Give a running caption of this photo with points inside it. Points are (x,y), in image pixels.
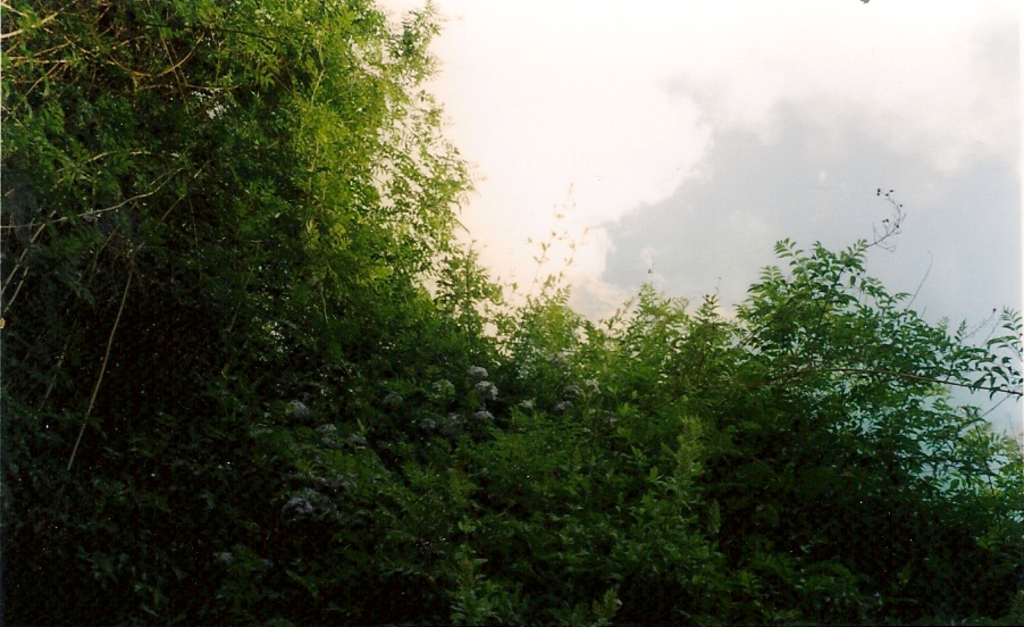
In this image there are trees (551,393) and the sky (588,213).
